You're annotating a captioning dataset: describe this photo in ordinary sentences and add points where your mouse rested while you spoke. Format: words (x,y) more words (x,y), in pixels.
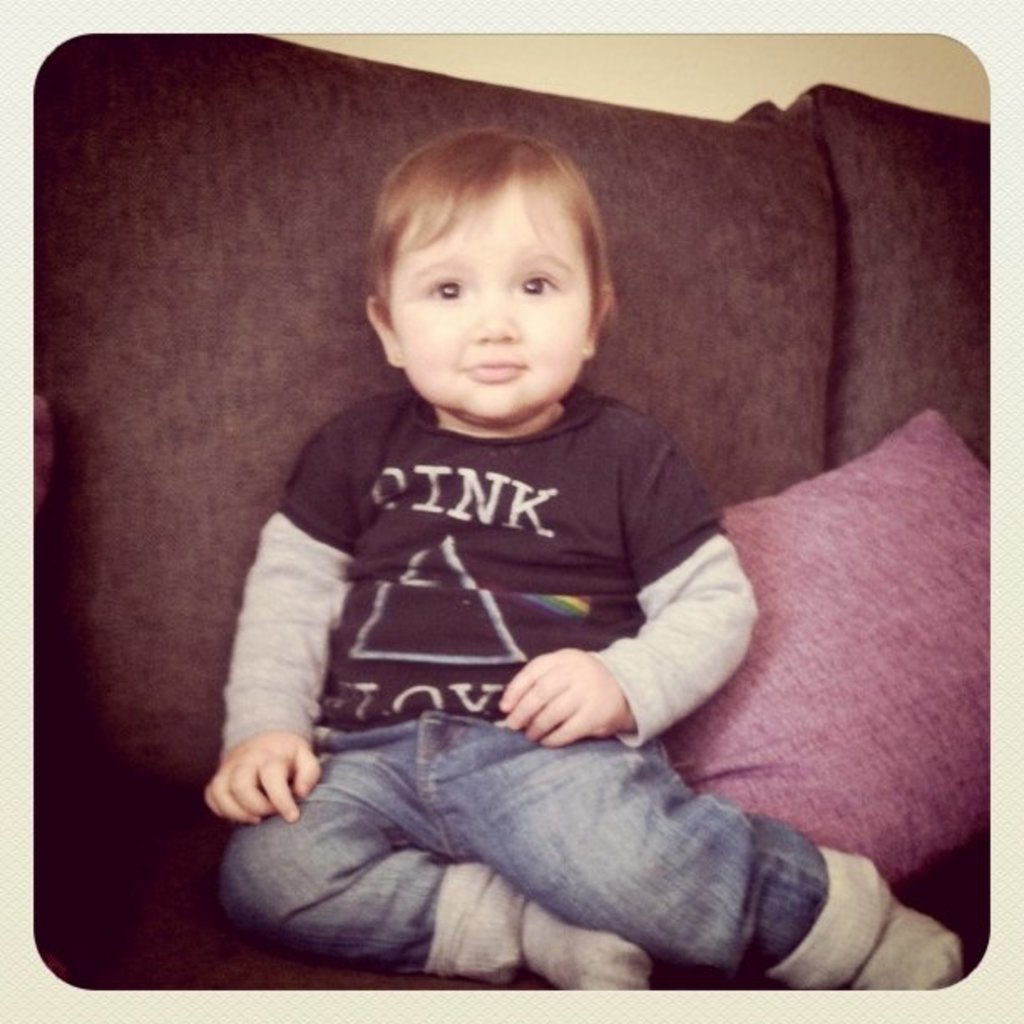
As we can see in the image there is a boy (466,492) sitting on brown color sofa (313,313).
